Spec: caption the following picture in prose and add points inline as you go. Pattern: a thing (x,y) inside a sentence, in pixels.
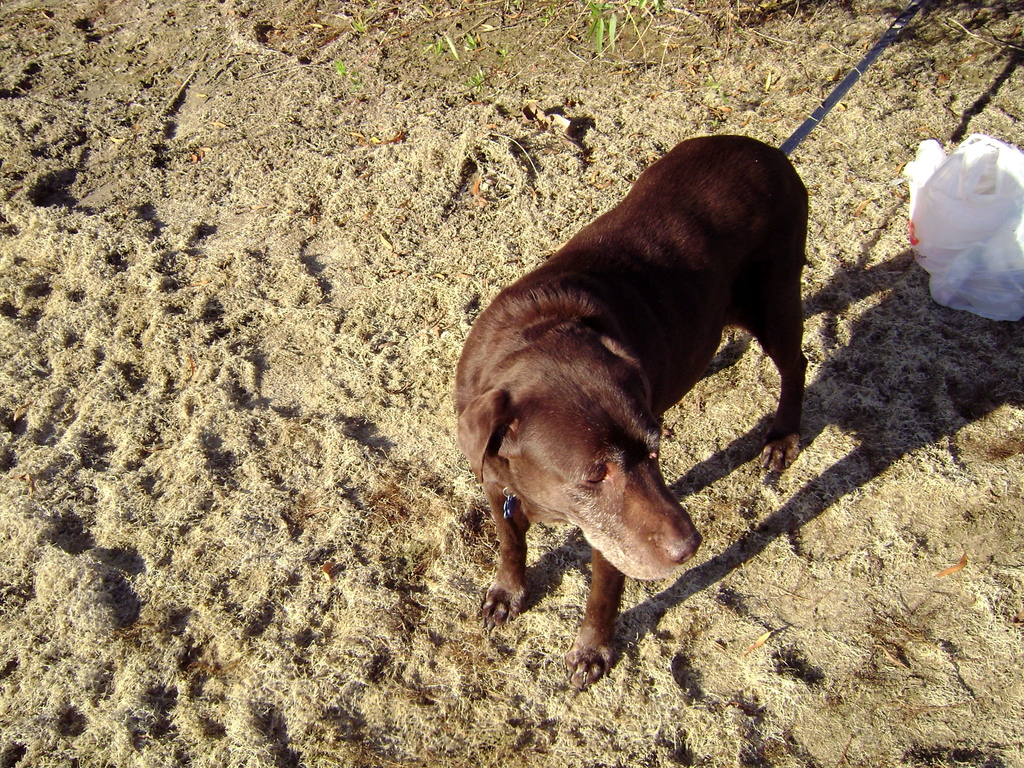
In the image i can see a dog (633,224), sand (14,20), grass (411,306) and behind the dog (803,273) there is a polythene cover (944,241).
